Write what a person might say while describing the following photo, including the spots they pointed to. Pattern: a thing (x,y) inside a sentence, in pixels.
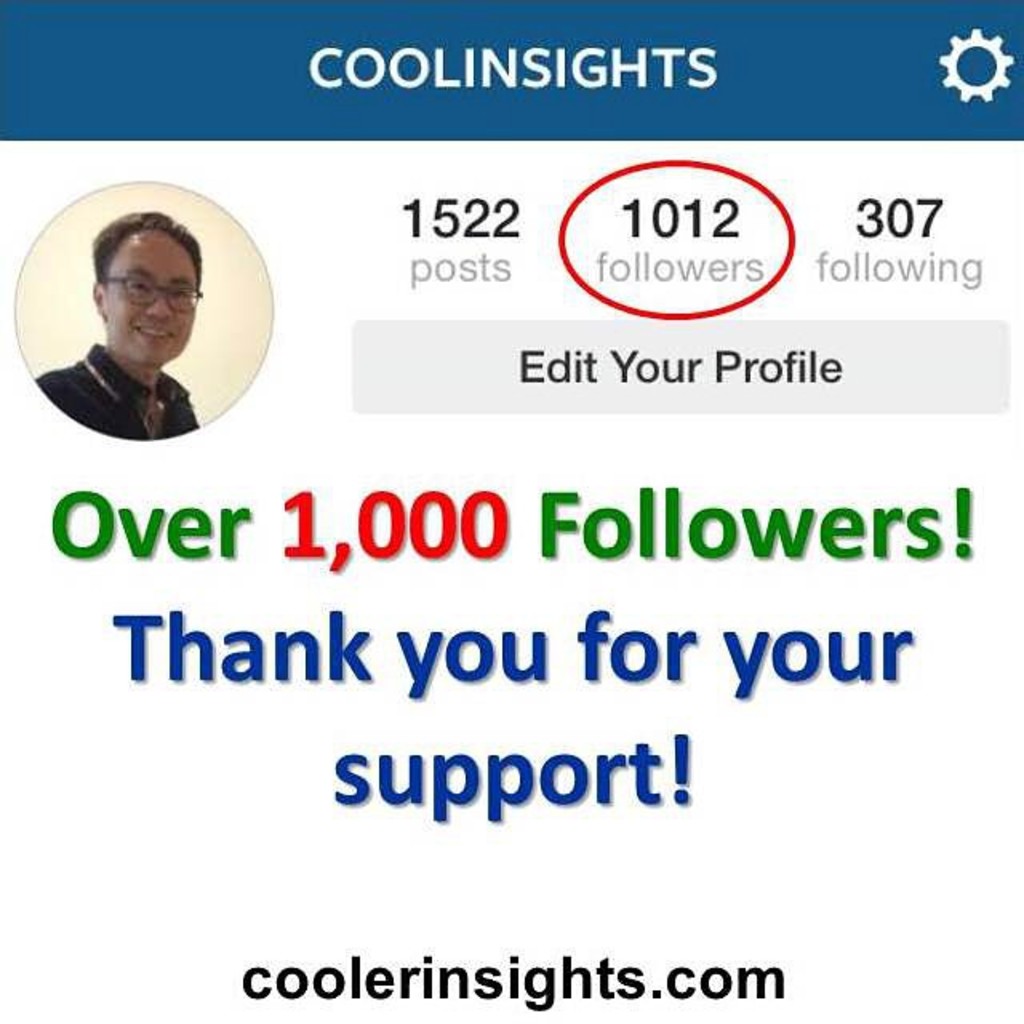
In the image there is a page (142,132). To the top of the image (126,131) there is a blue bar (647,69) with a name (640,69) and settings symbol (954,38) on it. Below that to the left side (196,225) there is a profile (101,260) of a man (174,262). And to the right side (738,273) there are posts (417,267), follower (668,273) and following numbers (909,270). Below that there is a bar (672,345) with edit your profile on it. In the middle of the image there is a message (117,513). And to the bottom of the image (427,961) there is a website address (377,961).
